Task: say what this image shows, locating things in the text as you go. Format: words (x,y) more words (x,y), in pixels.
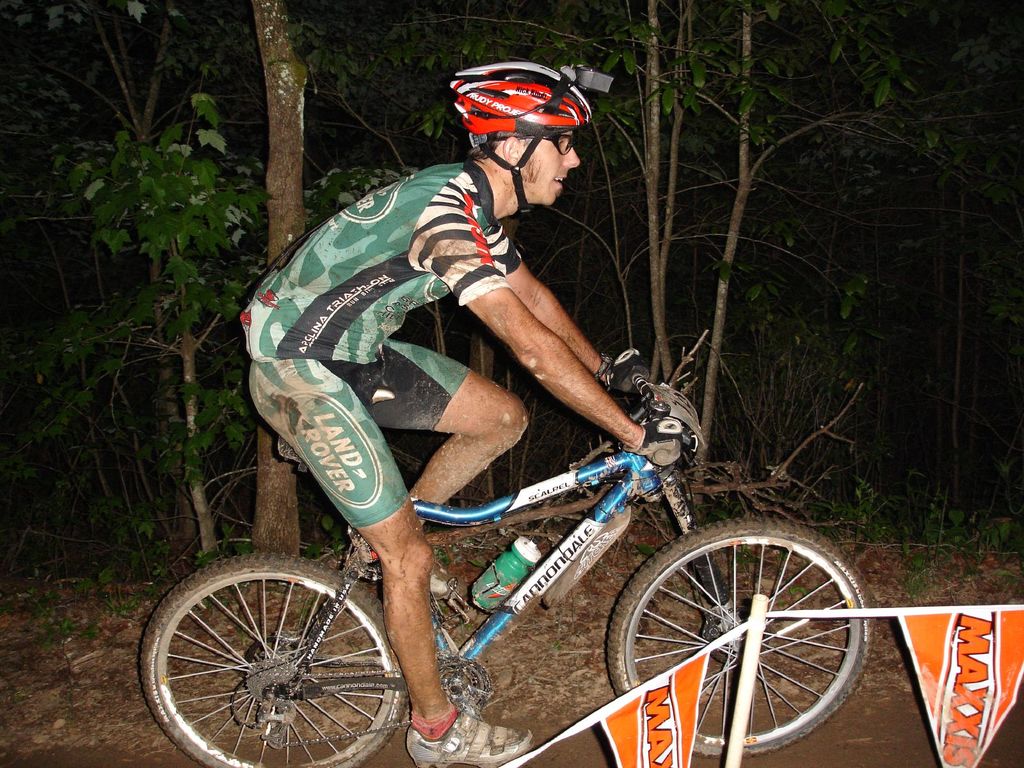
In this image we can see a persons (340,473) sitting on the bicycle (587,485), trees (253,191), ground (898,582) and flags (904,620).
